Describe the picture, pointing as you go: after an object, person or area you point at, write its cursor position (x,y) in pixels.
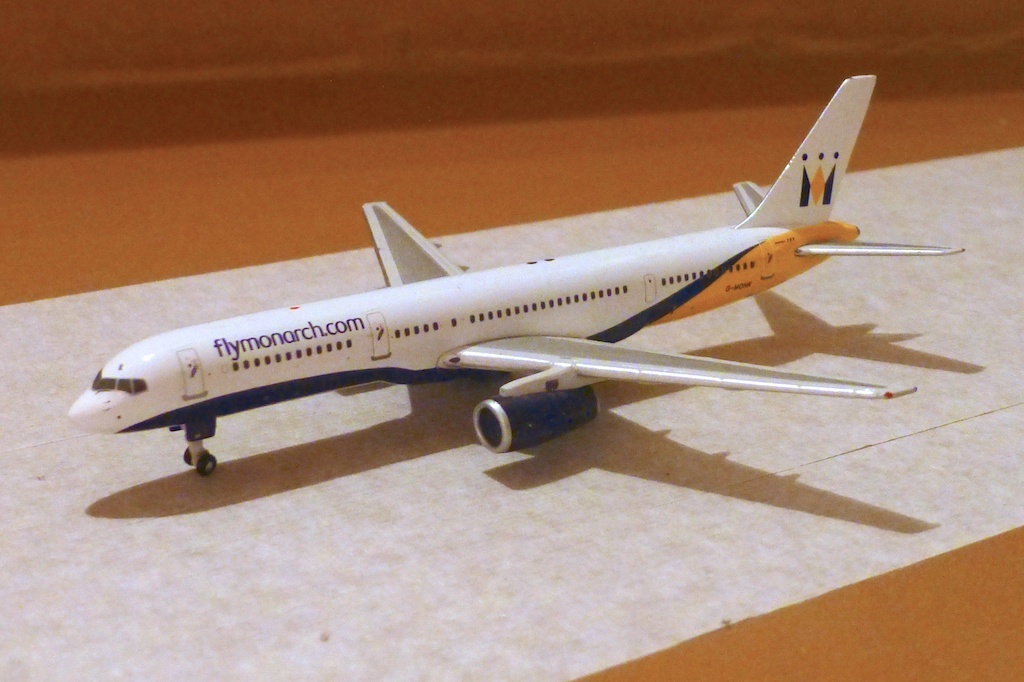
There is a model airplane (471,343) on a sheet (530,227) presenting in this picture.
